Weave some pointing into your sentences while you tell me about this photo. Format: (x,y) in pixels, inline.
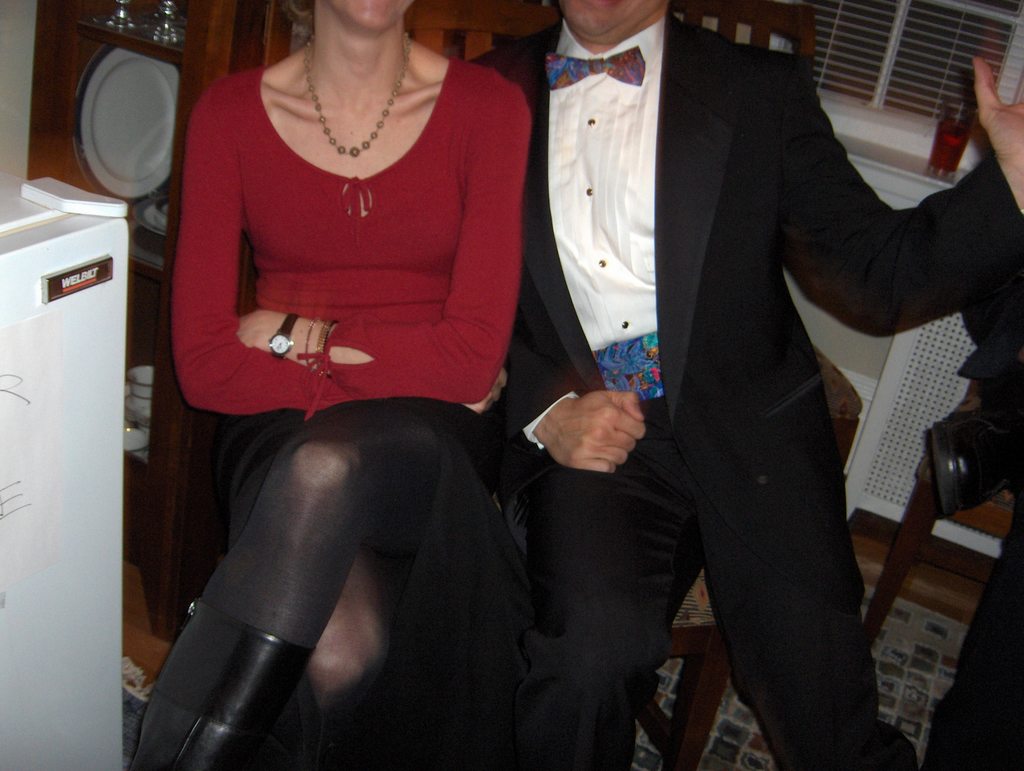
In this image I can see two people (465,391) sitting on the chair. At the left (122,135) I can see plates (147,155), cup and some of the objects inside the cupboard (203,64). In the back (893,47) there is a window (885,65). In front of window (887,112) there is a glass (933,148) with drink (944,156).
